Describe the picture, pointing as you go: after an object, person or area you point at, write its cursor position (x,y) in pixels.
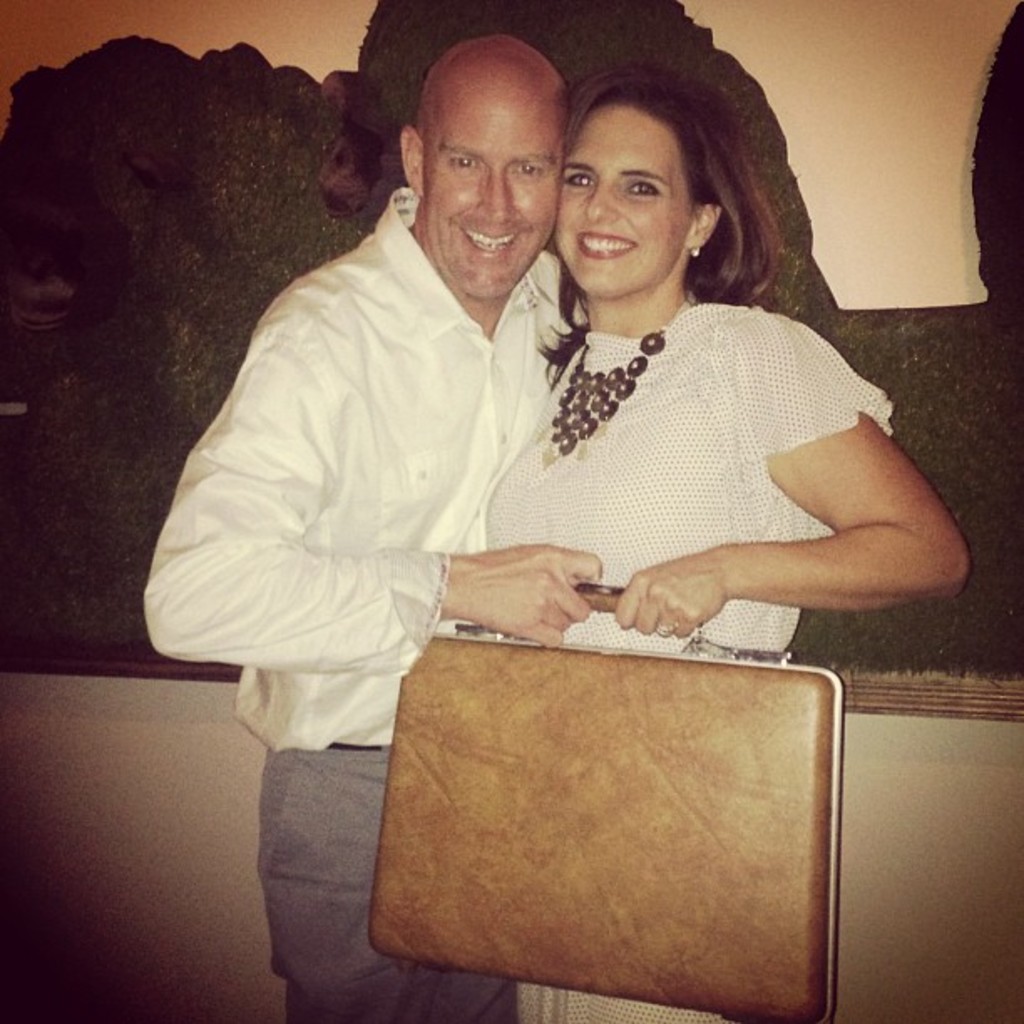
In this picture I can see a man (502,406) and a woman (601,635) are holding the suitcase (624,761) in the middle (577,423) and also they are smiling.
